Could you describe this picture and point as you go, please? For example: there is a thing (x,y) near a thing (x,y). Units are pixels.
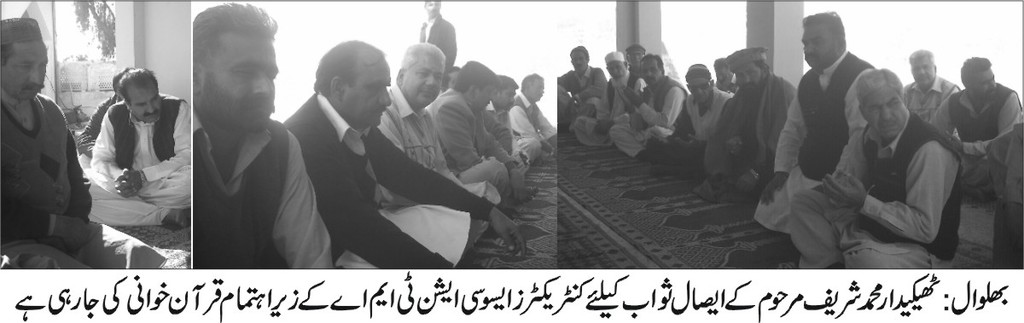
This picture is a black and white image. This picture shows the collage of three images. In this picture we can see some carpets (531,222) on the floor (168,232), some people (63,182) are sitting on the floor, one man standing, one wall (66,97), two people (798,198) are in kneeling position, some text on the bottom of the picture (40,302), some trees (114,43) and some objects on the ground (78,112).
